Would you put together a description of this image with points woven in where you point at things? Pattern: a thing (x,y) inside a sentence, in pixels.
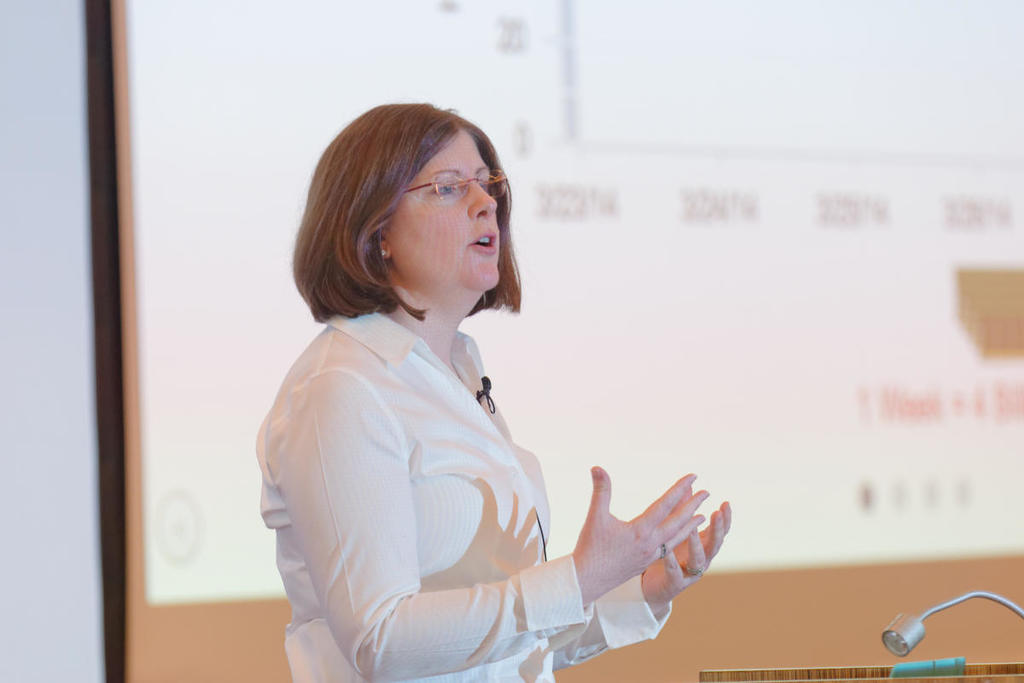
There is a woman (493,494) in white color shirt (407,508), wearing a mic (483,377) and speaking on a stage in front of stand (855,668), which is having a lamp (959,598). In the background (856,368), there is a screen (148,376), near white wall (57,425).
